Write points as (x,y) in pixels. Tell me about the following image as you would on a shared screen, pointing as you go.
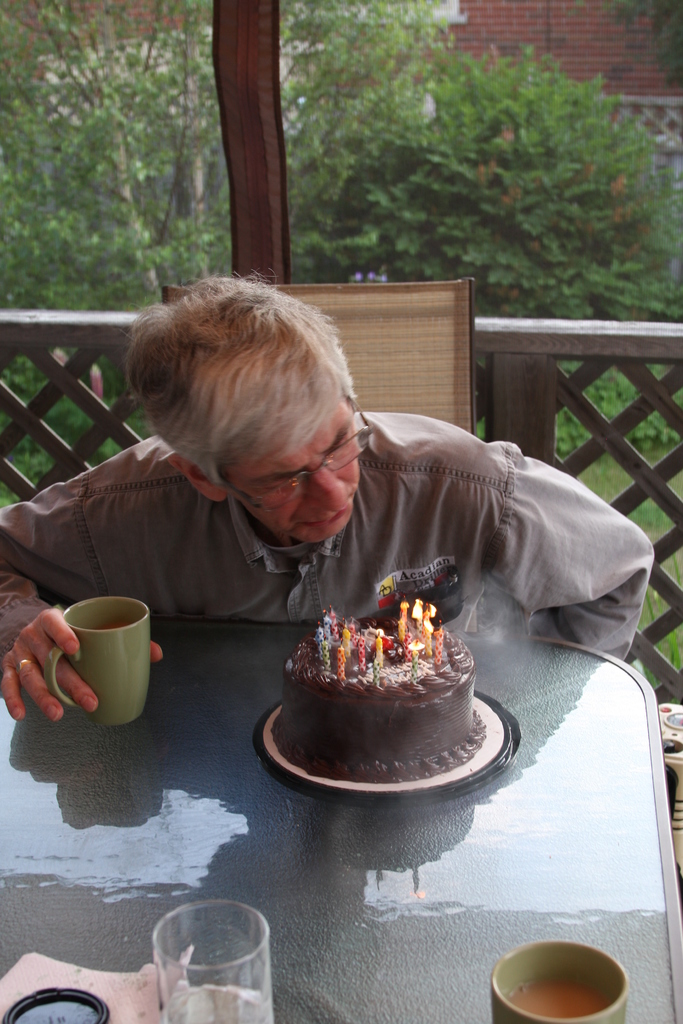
In this picture we can see person (323,570) wore spectacle (288,489) holding cup (100,643) in her hands (80,693) placed on a table (320,805) and we can see cake (416,752), glass (243,928) on same table (270,804) and in background (93,83) we can see fence (652,355), trees (448,97), wall (585,44).
